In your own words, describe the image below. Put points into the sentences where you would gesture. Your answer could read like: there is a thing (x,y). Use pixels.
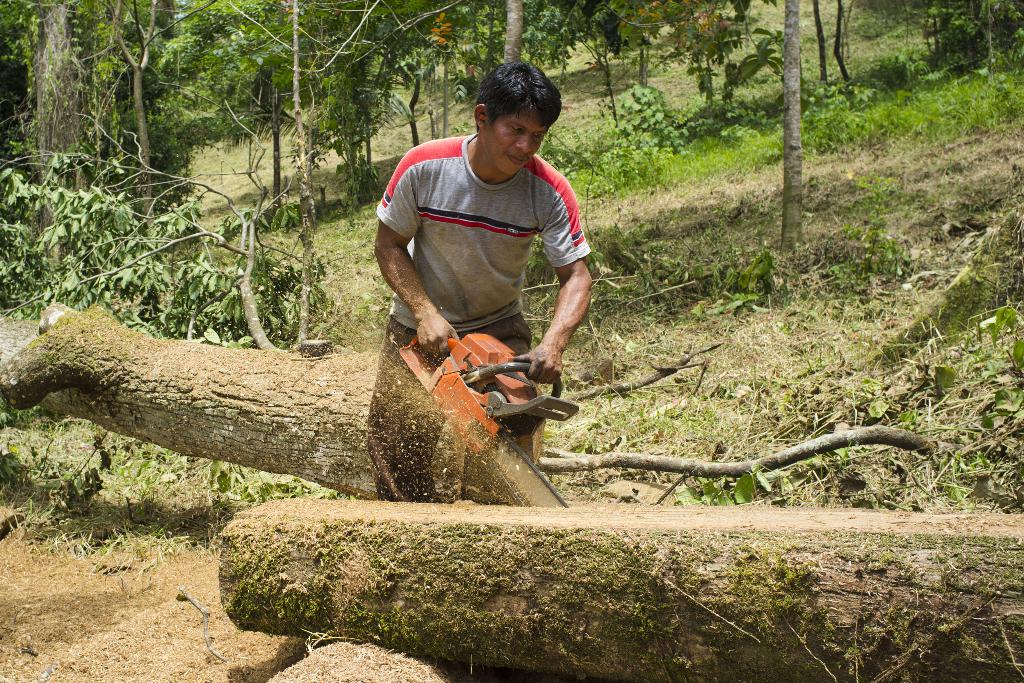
In this image, we can see a man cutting tree (485,504) with a machine (427,370) and in the background (257,87), there are many trees (562,11).
